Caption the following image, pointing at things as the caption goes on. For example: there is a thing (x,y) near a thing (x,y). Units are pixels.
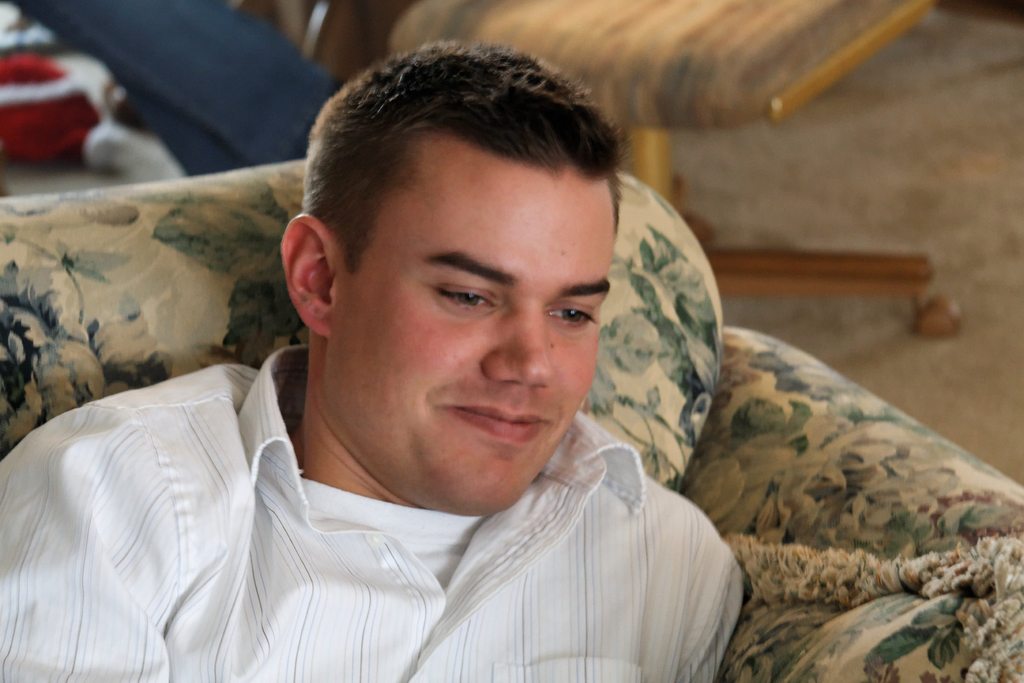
In this image I can see a man (533,572) is sitting on the sofa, he wore t-shirt (448,577), shirt (399,586). At the top (817,14) it looks like a chair (739,294).
